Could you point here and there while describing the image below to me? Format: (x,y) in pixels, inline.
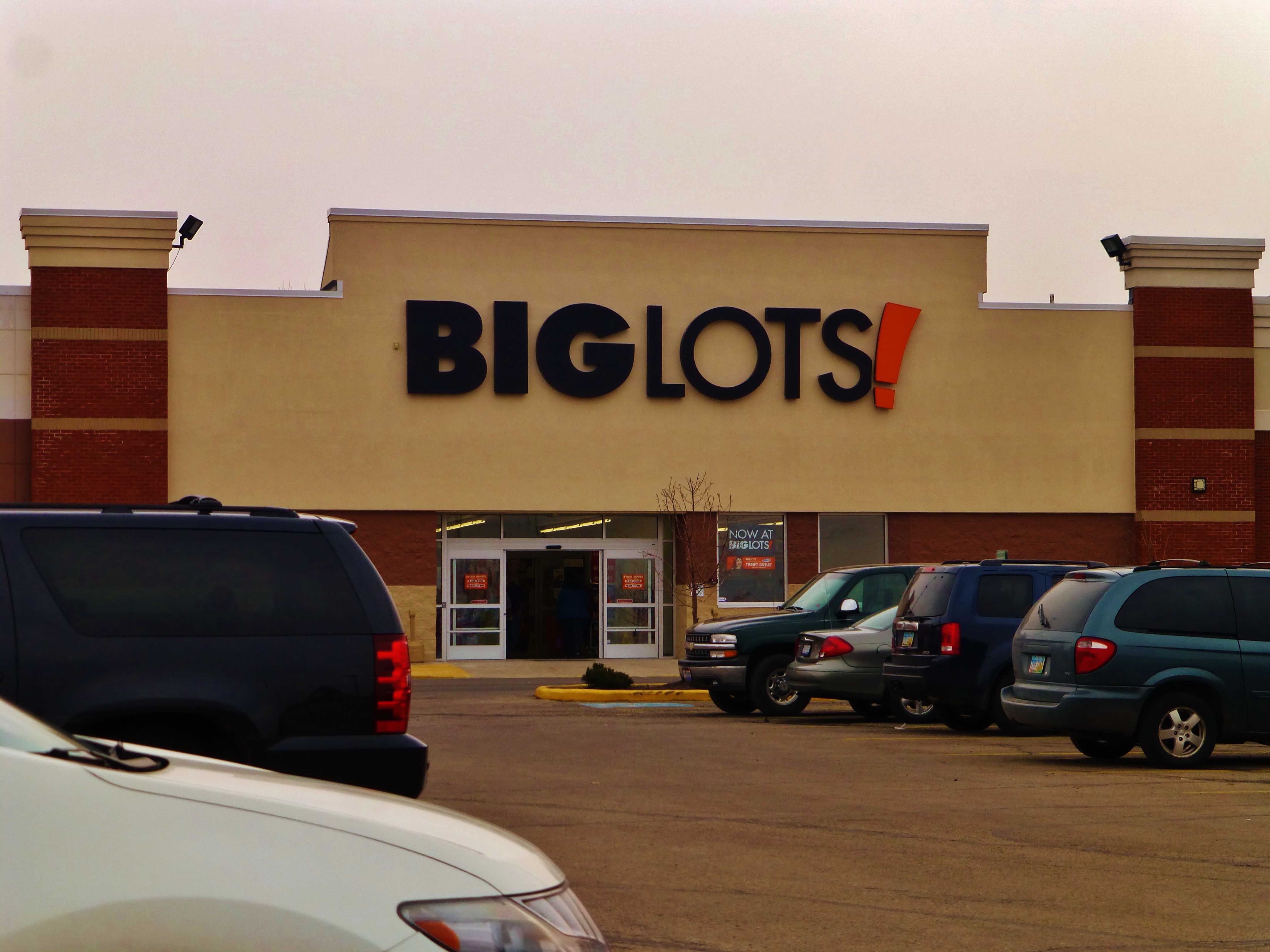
In this image there is a store (569,428), window (601,531), lights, vehicles (1173,621), sky (708,94) and objects (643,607). Posters (635,584) are on the doors (613,586) and window (733,547).
